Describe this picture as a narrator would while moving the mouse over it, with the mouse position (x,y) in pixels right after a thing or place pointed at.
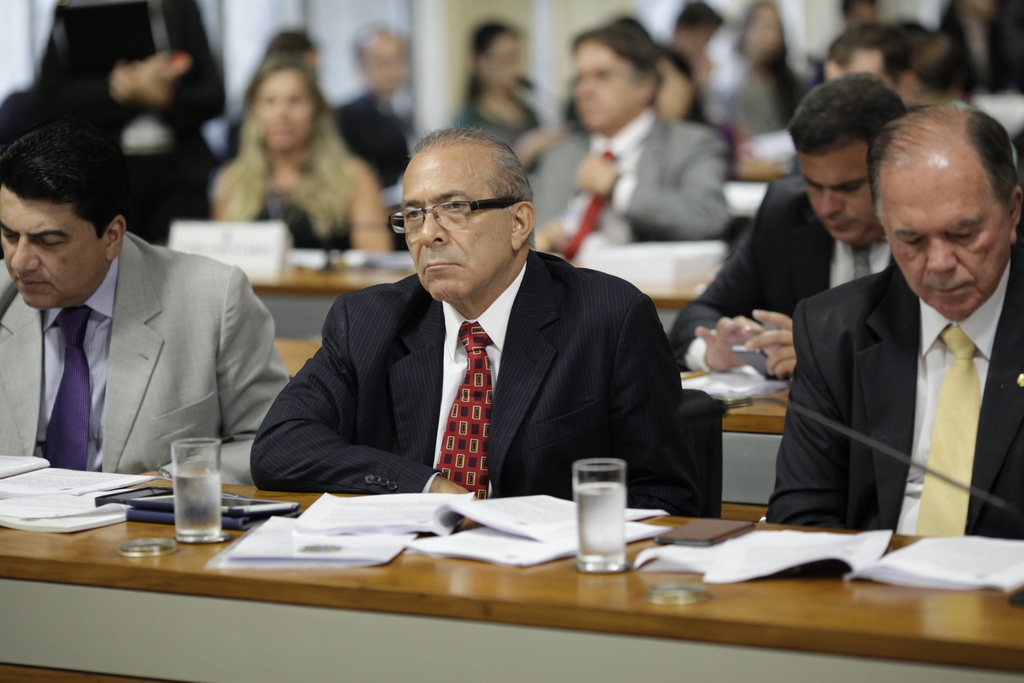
In this picture we can see some people (375,403) are sitting, in front (49,542) we can see the table (235,573), on which we can see some objects (456,552) like, book (380,552), mobile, glasses (599,548).
